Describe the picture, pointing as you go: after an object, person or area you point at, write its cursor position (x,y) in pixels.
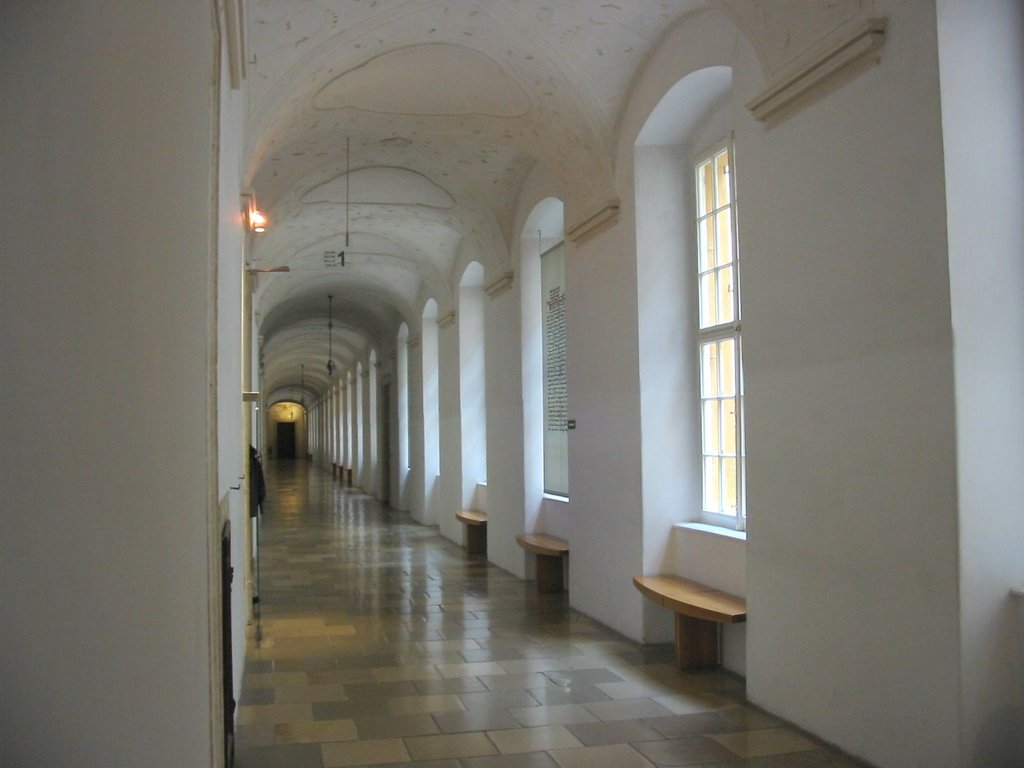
In this picture we can see the floor (477,693), here we can see a wall (892,562), window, light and some objects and in the background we can see a roof (836,28).
